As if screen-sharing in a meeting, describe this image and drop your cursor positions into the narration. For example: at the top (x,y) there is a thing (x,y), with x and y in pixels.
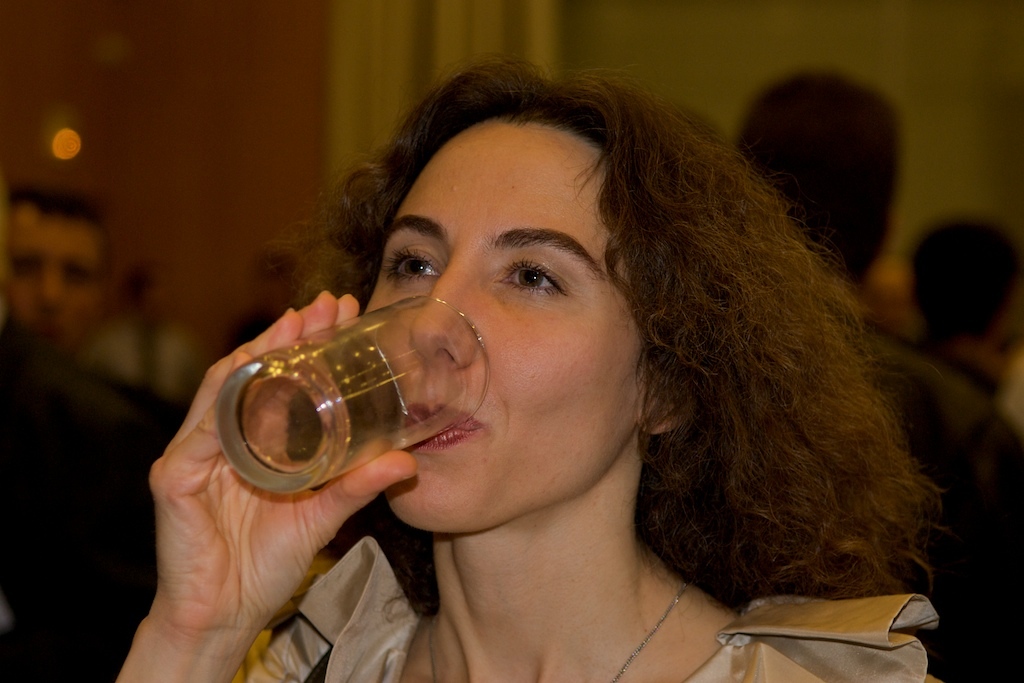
In this picture we can see a woman (343,496) drinking water (364,349) from a glass (267,434). Few people (54,363) are visible in the background (777,166). There is a light (65,134).
